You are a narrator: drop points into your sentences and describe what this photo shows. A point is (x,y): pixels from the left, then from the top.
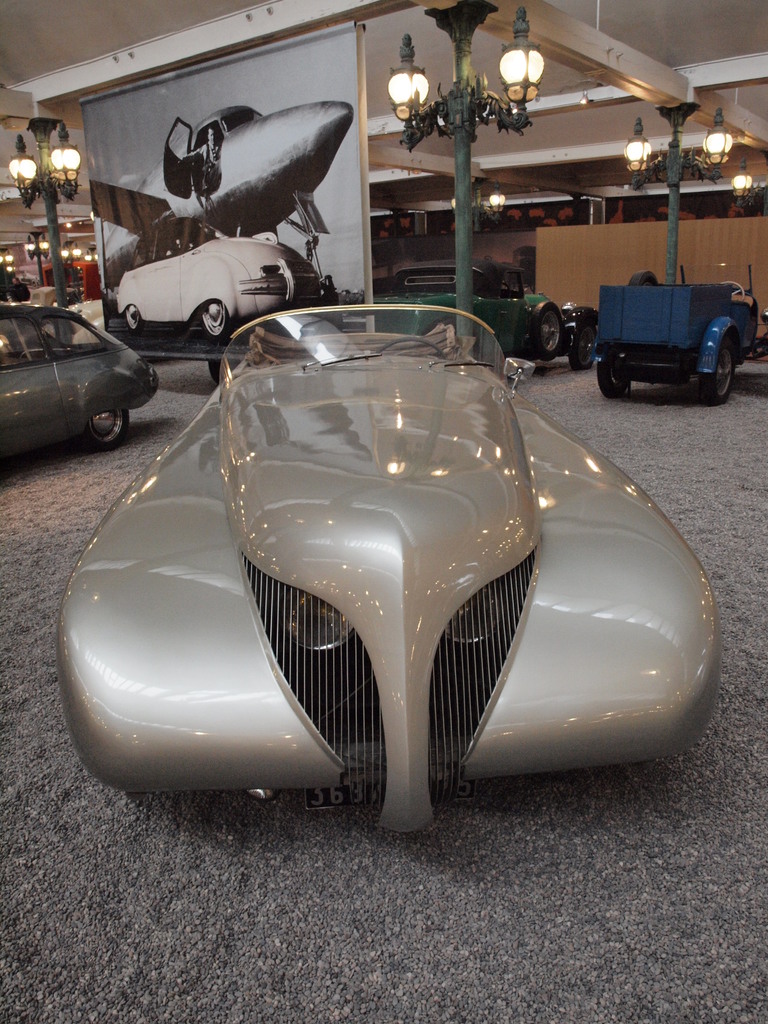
This picture seems to be clicked inside the hall (684,22) and we can see the vehicles (316,436) parked on the ground (710,438). In the background (573,276) we can see the wall (509,210), lamp posts (500,111), roof (687,55), picture of a vehicle (307,111) on the banner (235,205) and we can see many other objects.
